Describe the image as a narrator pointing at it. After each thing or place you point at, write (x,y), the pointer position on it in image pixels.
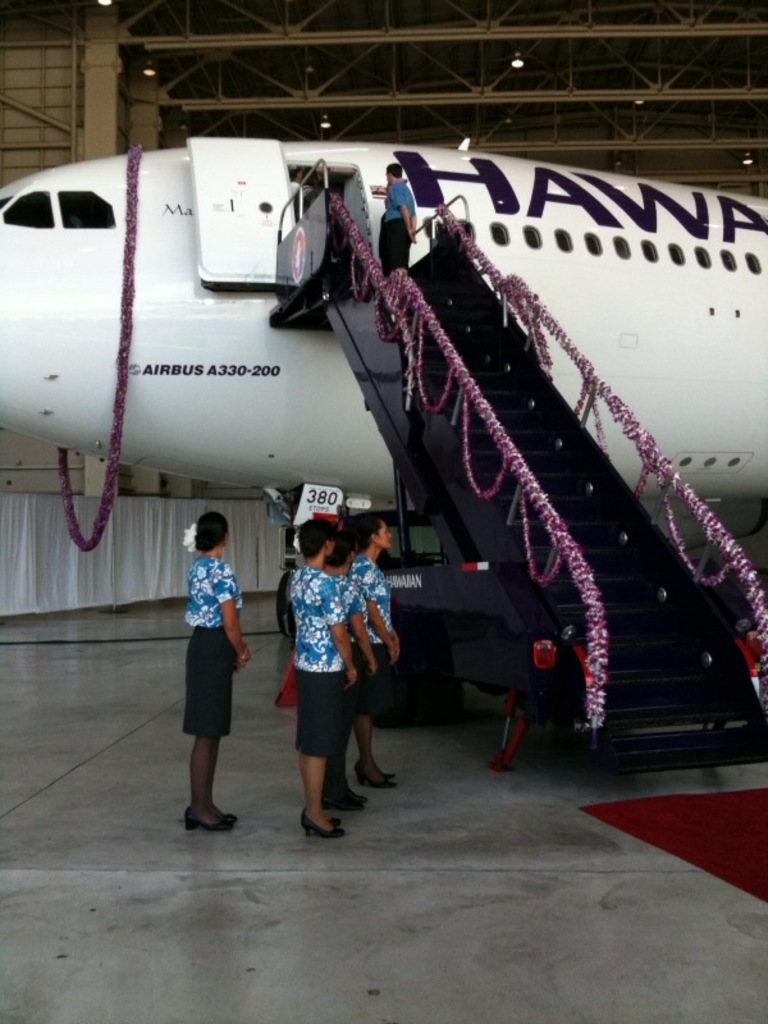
In this image we can see the aircraft (423,254) and some text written on it, we can see the stairs (683,659), few people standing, in the background (12,546) we can see the curtains (12,546), metal fence (27,92).
